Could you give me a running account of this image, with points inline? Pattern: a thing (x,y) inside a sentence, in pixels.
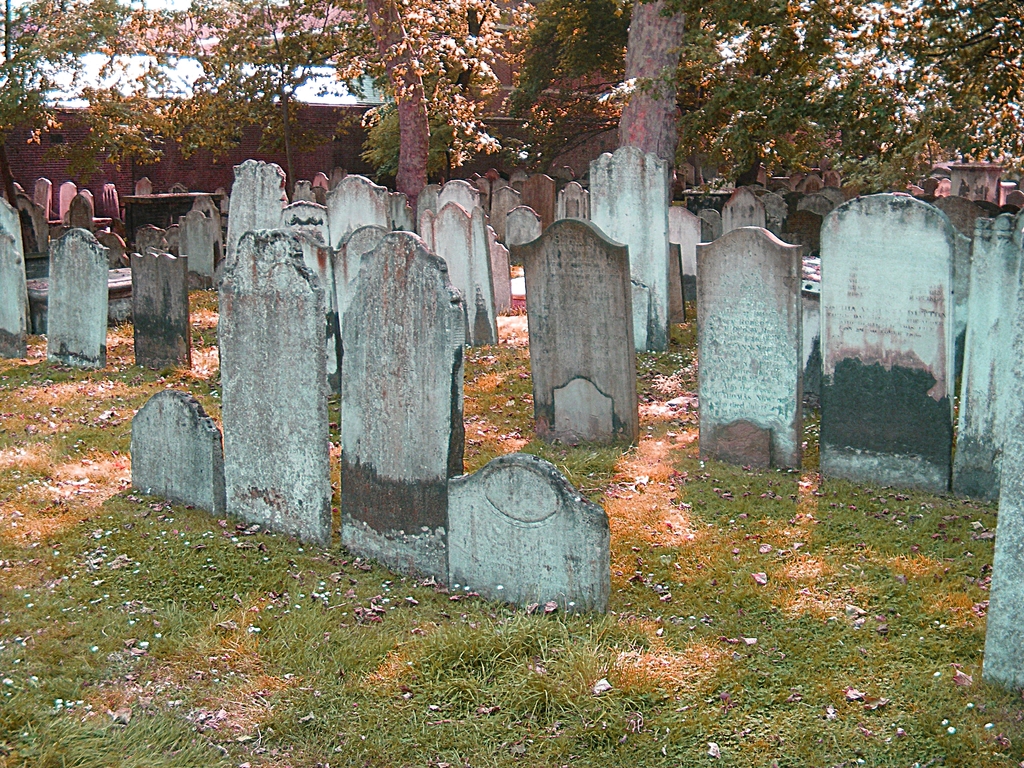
In this image there is a land (179,630), on that land (229,610) there are headstones (370,463) and trees (692,115).
